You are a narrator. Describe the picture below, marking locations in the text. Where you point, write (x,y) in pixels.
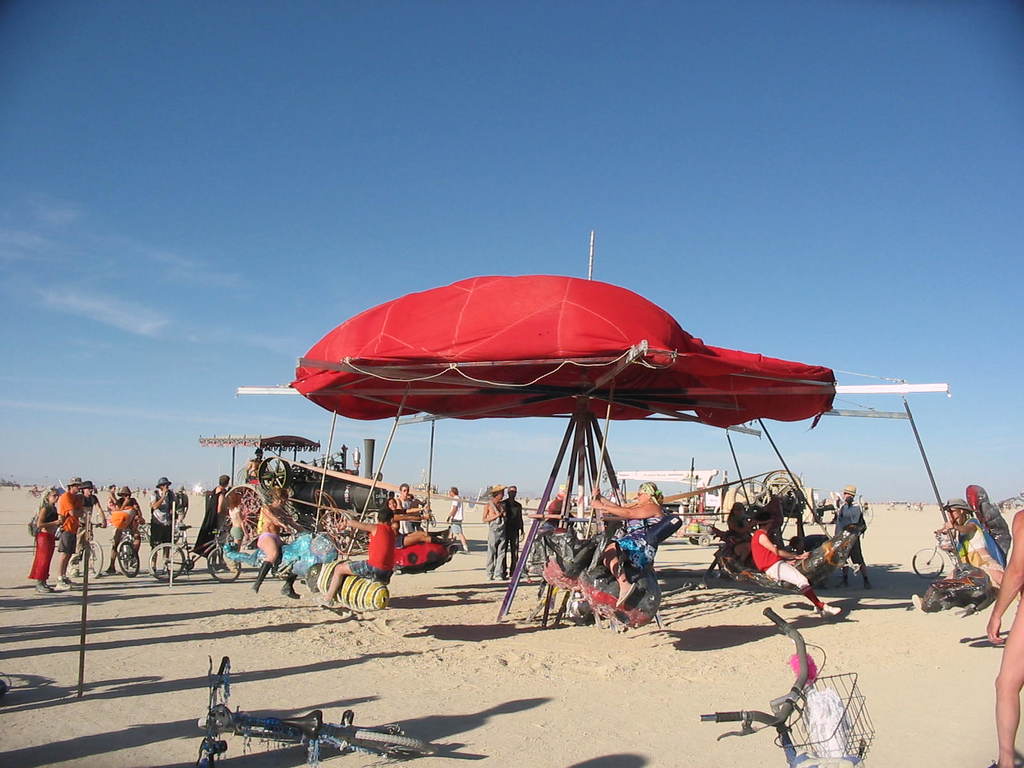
In this picture we can see a group of people (786,568) on sand (545,636) and in the background (382,189) we can see sky (50,341).
